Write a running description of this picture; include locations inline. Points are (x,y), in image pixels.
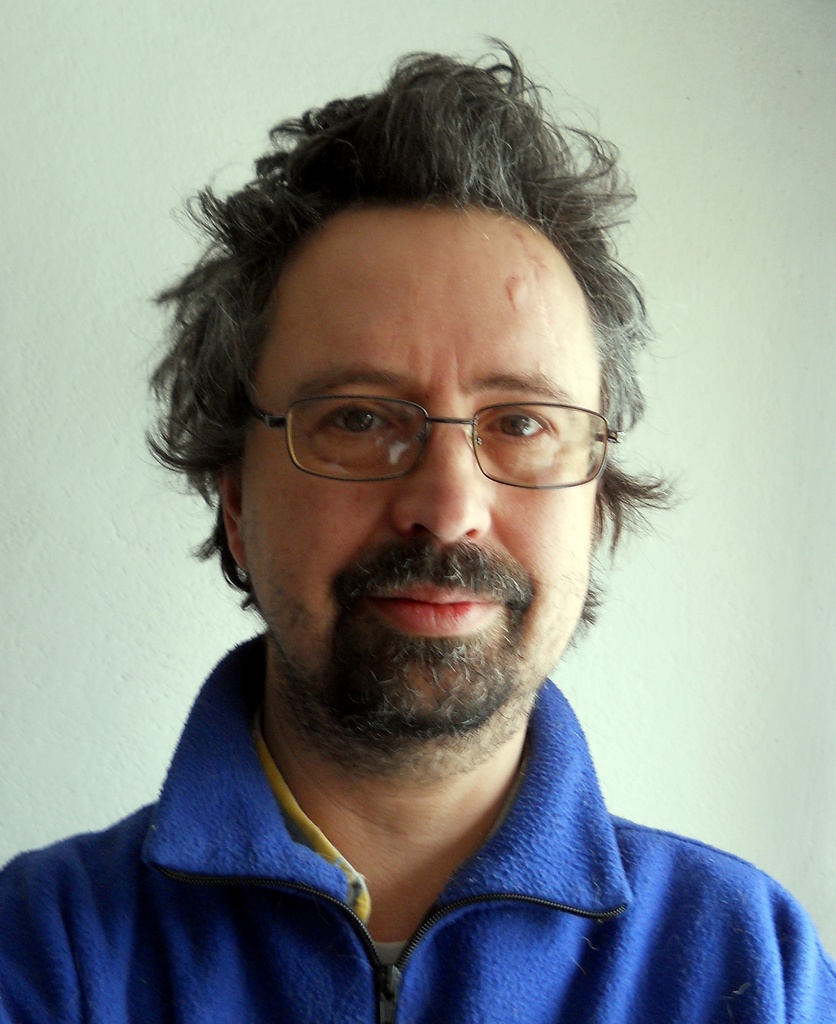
In this image I can see a person (421,525) wearing blue colored jacket (258,853) and spectacles (550,475) and I can see the wall (159,555) in the background (120,284).
